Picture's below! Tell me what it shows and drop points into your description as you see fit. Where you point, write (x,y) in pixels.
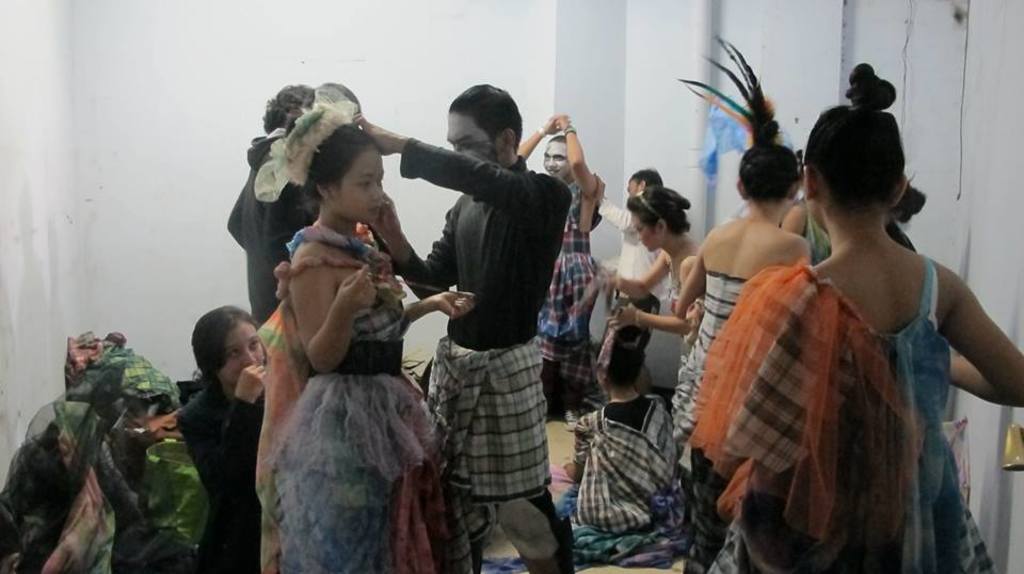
In this image I can see a group of people (527,340) standing and wearing different costumes (776,357). They are in different colors. I can see few objects (148,521) on the floor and a white wall (158,163).
